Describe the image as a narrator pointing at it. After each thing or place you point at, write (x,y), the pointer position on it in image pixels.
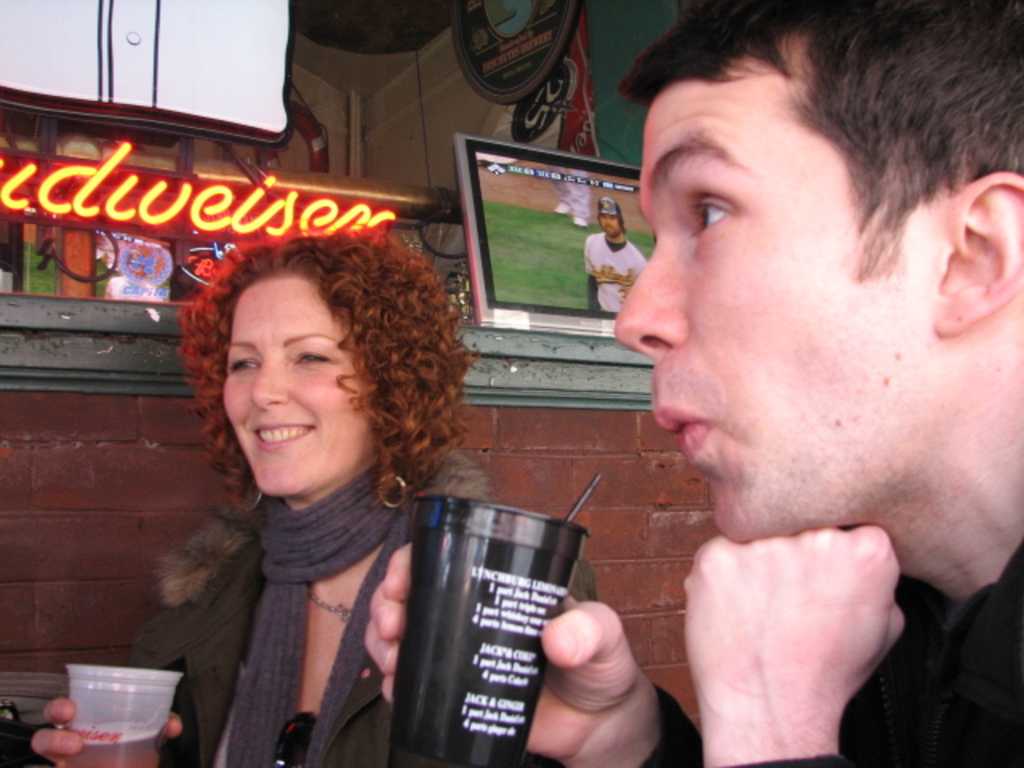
In the image there are two people (362,491) both men (869,396) and women (264,467) are holding a glass (420,591). In background (178,514) there is a brick wall (97,455), display (572,252), hoardings (505,63).
